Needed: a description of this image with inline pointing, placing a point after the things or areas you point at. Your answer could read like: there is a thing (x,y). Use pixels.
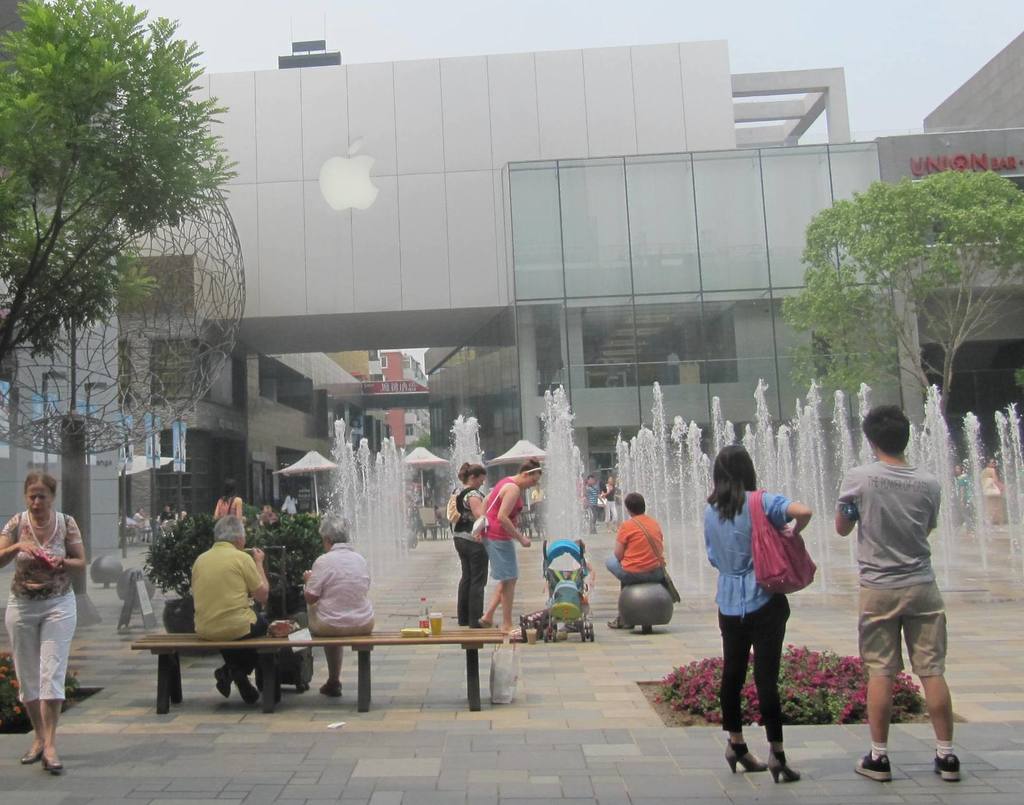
In this picture there are several people (883,590) standing in front of a fountain (378,525). In the background (420,180) we observe a building (647,335), on top of it apple symbol (331,197) is there. There are plants (102,255) on the both sides of the image.
